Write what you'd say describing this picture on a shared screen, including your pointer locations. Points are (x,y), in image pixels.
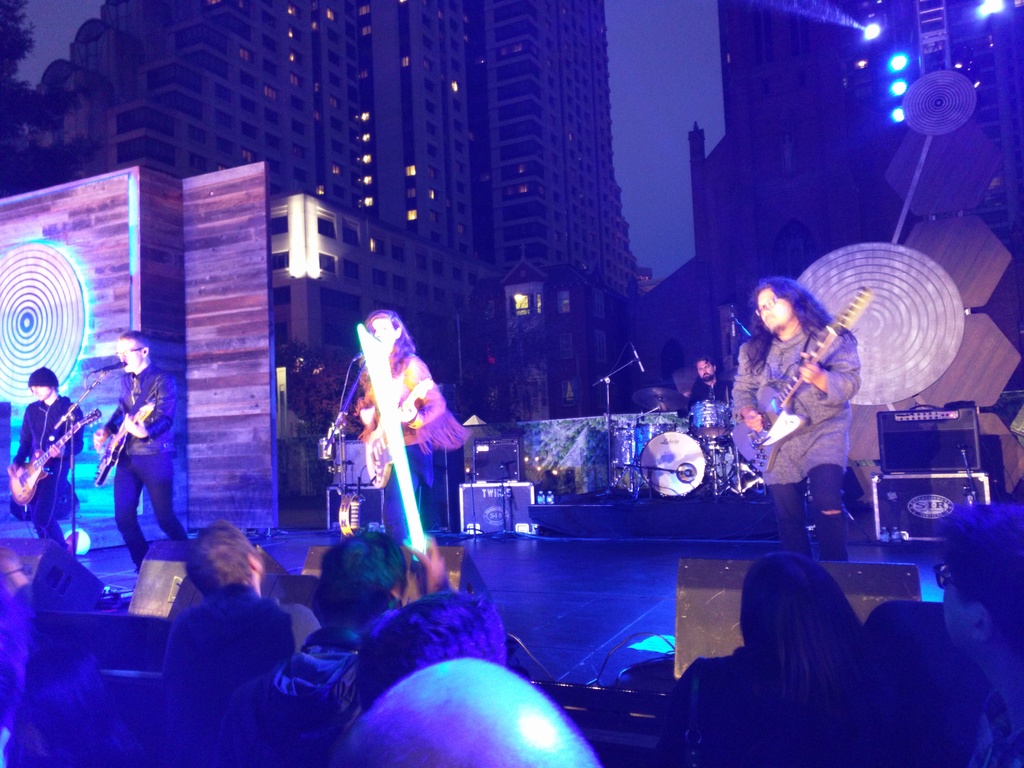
This image looks like a concert. In the front (425,507), there are four persons (424,434) playing guitars (775,411) on the dais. In the background (706,419), we can see a man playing drums (652,459). And we can see skyscrapers (581,95) in the background (288,102). At the bottom (418,635), there is a crowd (368,561). In the middle (482,479), there are speakers (506,471).
